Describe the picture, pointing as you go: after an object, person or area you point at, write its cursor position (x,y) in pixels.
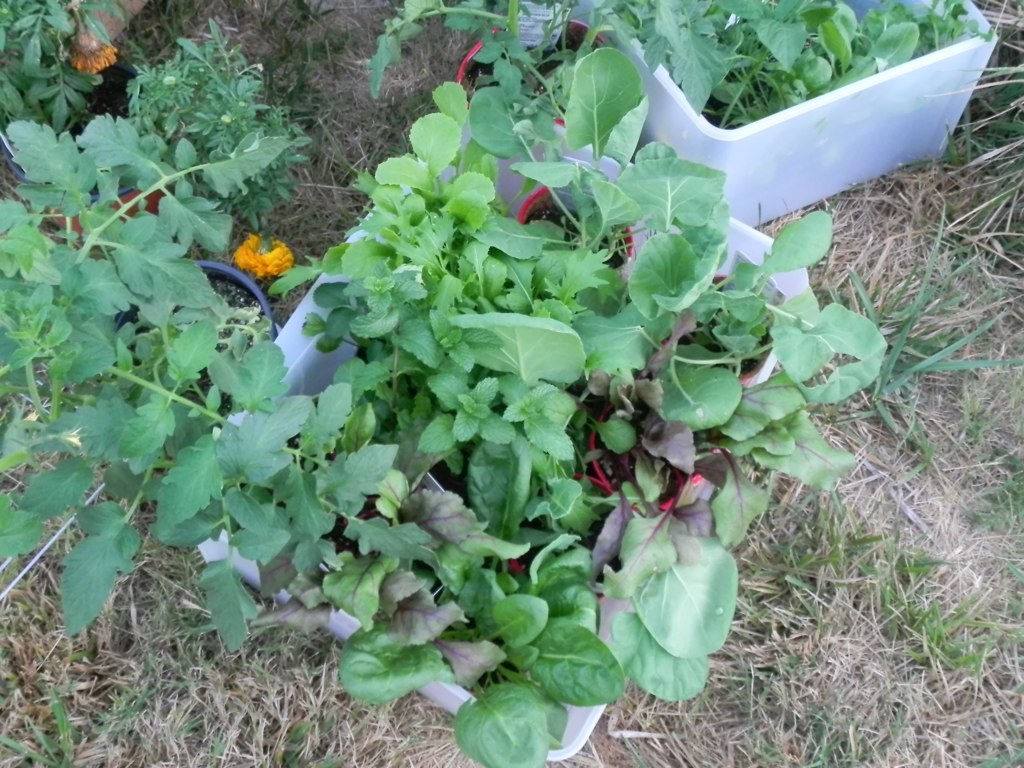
In this image we can see plants (456,210) in the flower pots (529,195).
